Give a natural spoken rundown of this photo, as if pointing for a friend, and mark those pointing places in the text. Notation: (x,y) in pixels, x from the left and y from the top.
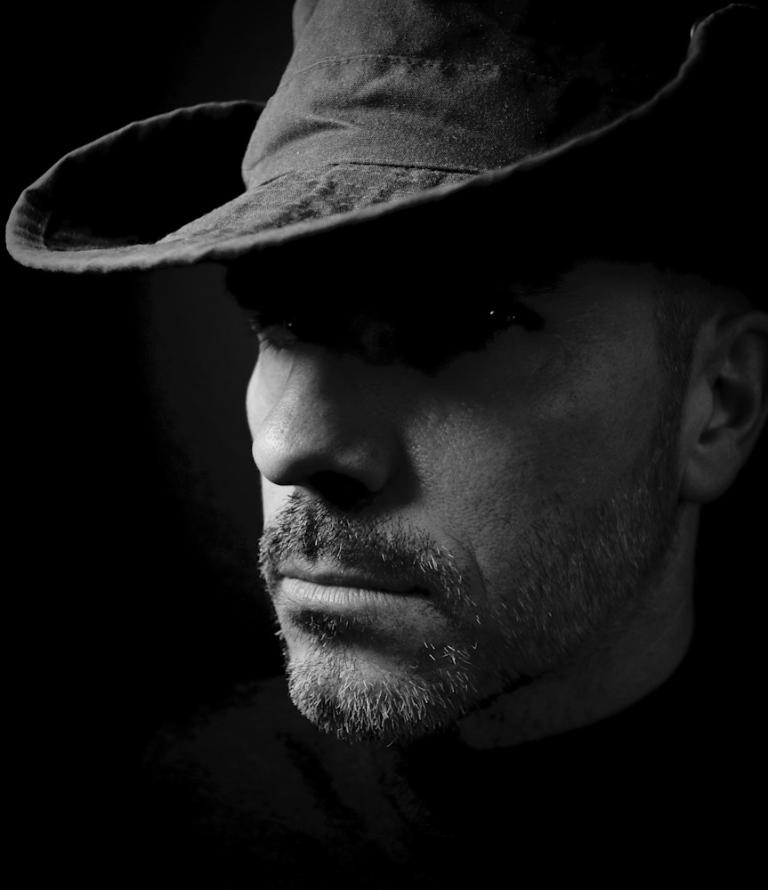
This is a black and white image. In this image we can see a man (312,277) wearing a hat (300,206).
